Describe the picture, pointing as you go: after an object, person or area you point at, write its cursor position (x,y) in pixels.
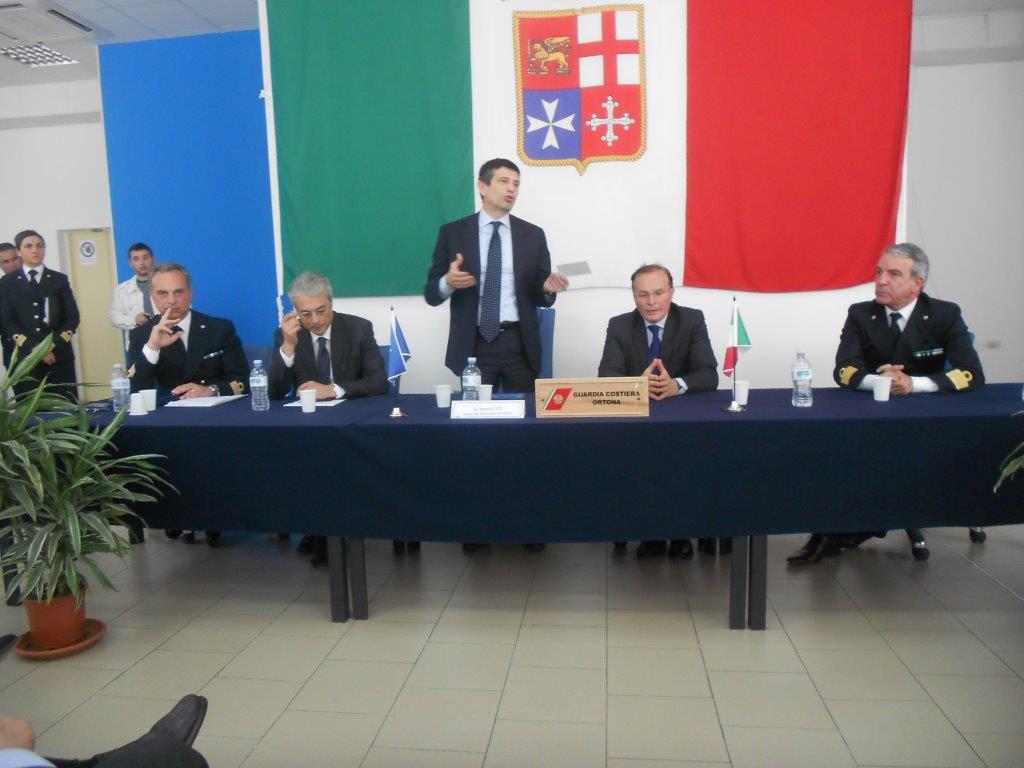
In this picture we can see four persons (517,248) standing and four persons (631,320) sitting, there is a table (699,471) in the middle (401,413), we can see water bottles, flags (741,346), papers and a board (642,402) present on the table (367,413), in the background (531,108) there is a flag (496,95), we can see the ceiling (178,8) at the top of the picture (195,13), on the left side (56,473) there is a plant (63,519) and a door (80,299).
